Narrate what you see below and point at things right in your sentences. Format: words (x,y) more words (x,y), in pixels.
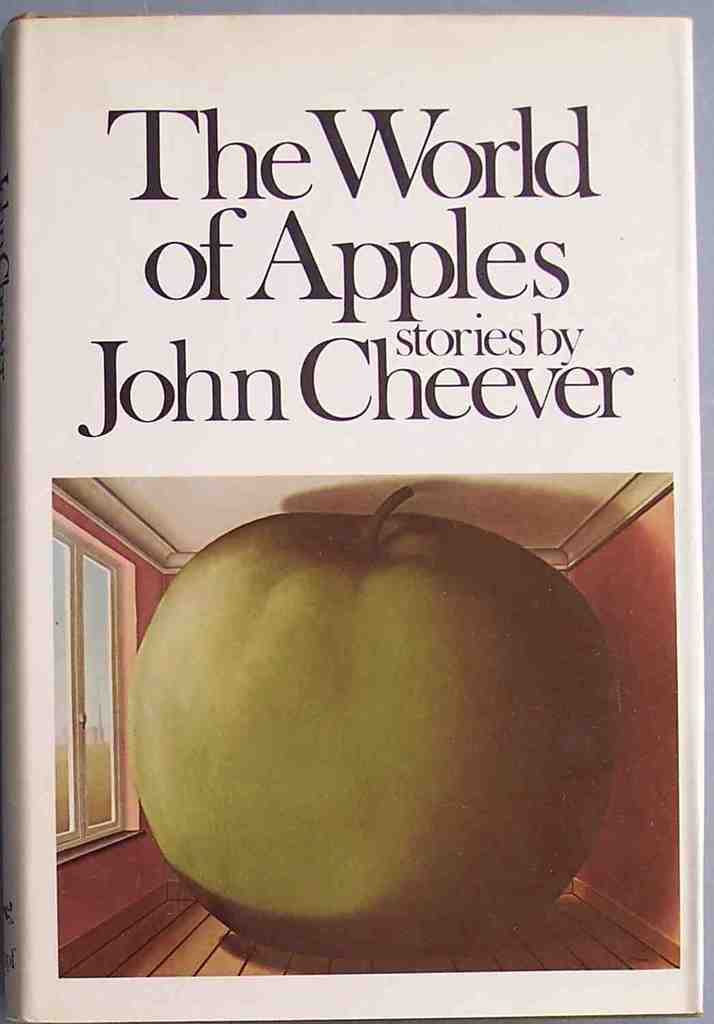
In this image we can see a book (491,119). On the book (403,562) we can see picture (458,914) of an apple (399,914), floor (395,972), wall (672,847), and a window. There is text (440,333) written on it.
